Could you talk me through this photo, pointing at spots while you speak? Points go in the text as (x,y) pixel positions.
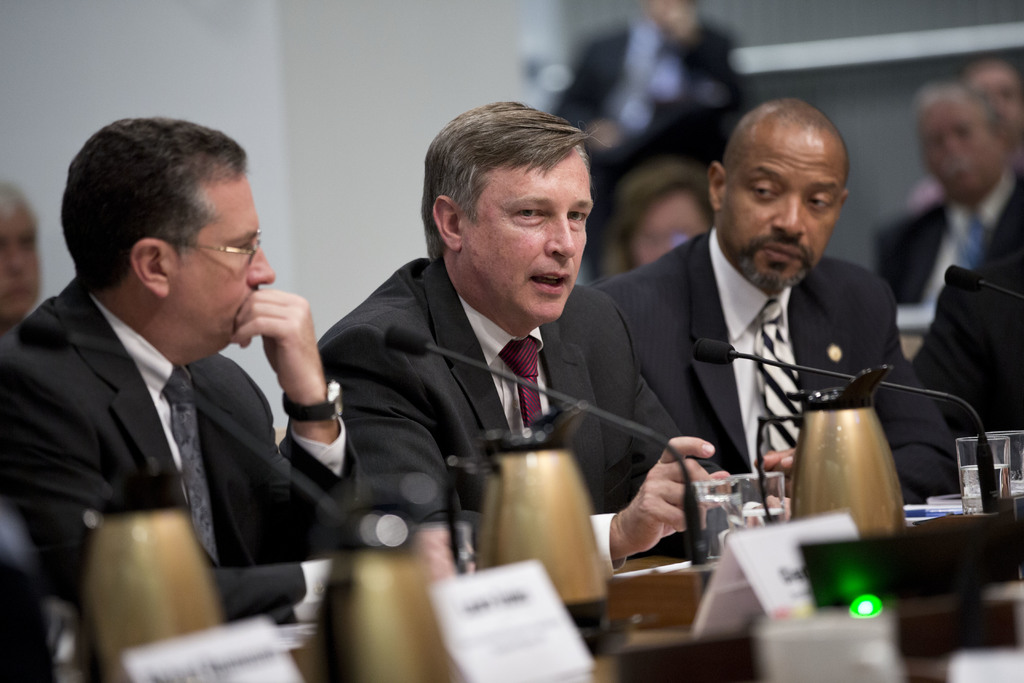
In this image I can see the group of people (484,382) sitting and wearing the blazers (579,369). These people (537,365) are in-front of the table (671,635). On the table (667,655) I can see the boards (765,613), glasses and mics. And there is a blurred background (487,85).
